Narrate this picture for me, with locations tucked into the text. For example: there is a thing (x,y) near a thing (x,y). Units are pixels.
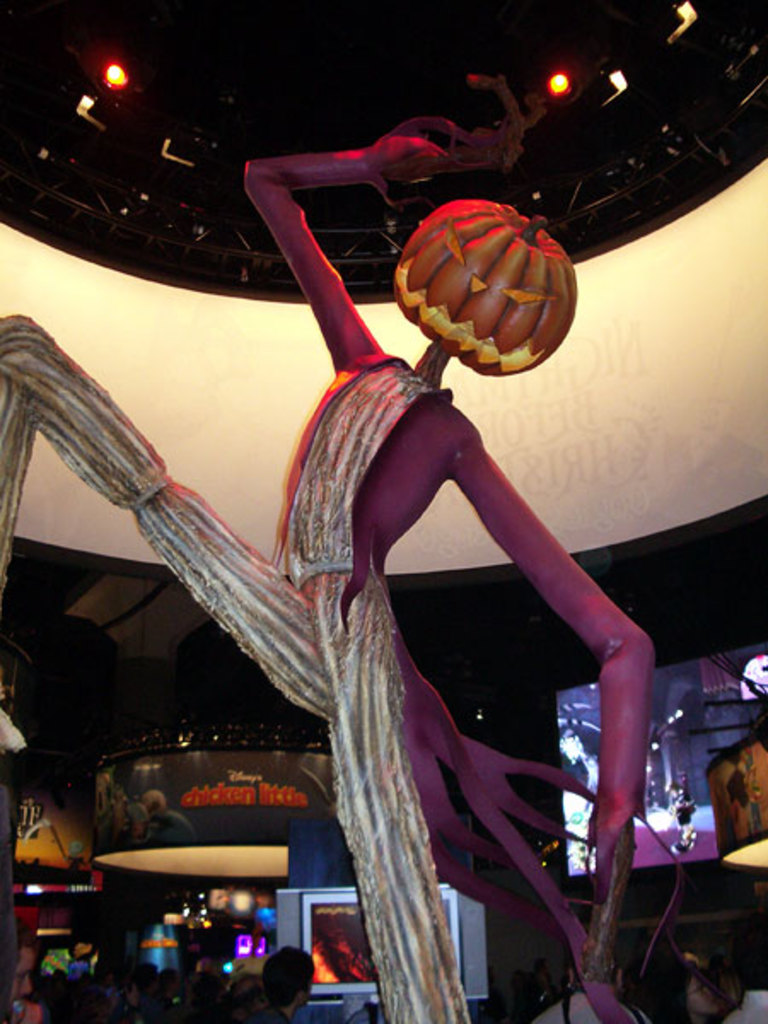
In the center of the image (460,466), we can see a statue (413,274) and in the background (251,395), there are screens (661,787), boards (266,753), people (287,997) and at the top (588,236), there are lights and there is roof (269,97).
